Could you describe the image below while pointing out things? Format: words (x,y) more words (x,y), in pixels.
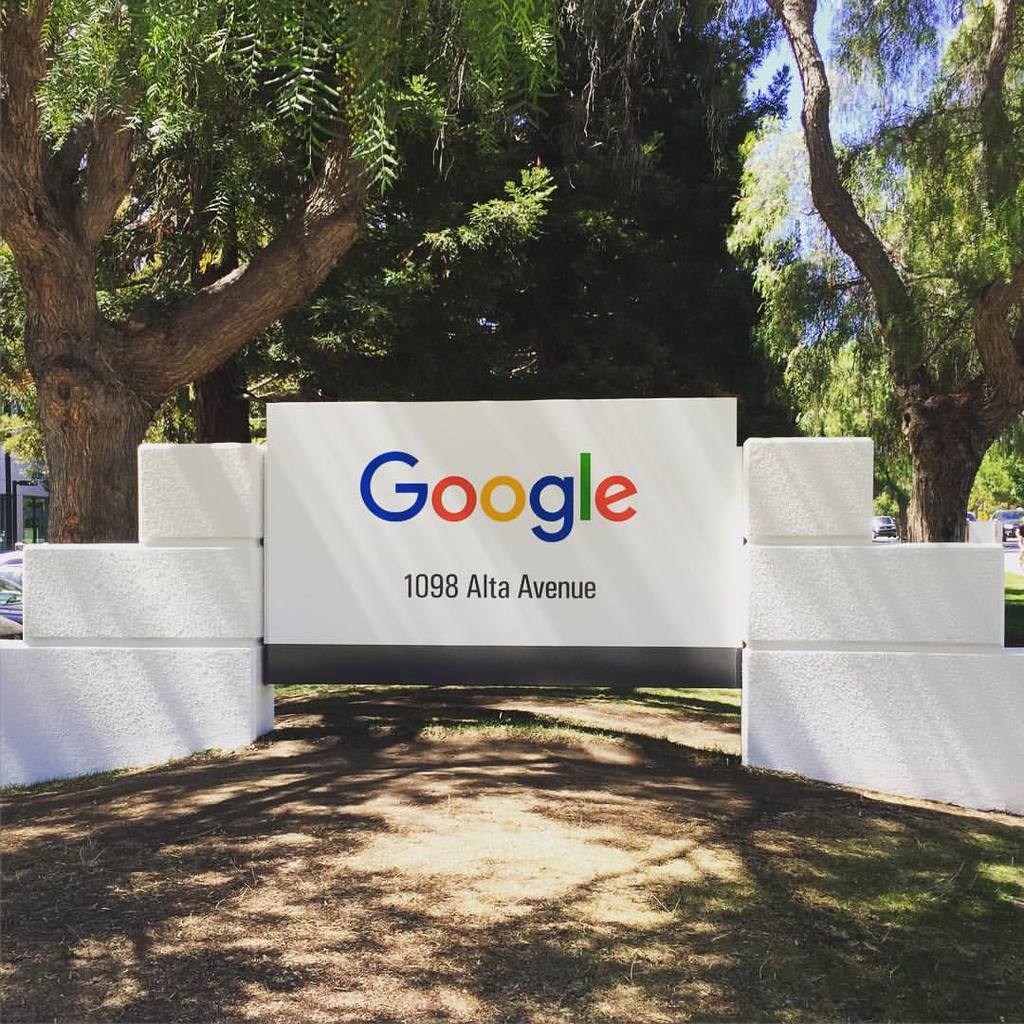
In the middle of this image (571,420), there are texts (623,501) on a white color board (528,467) which is attached to the two walls (201,467), which are on the ground (754,814). In the background (978,448), there are trees (627,321) and there is sky (875,87).
